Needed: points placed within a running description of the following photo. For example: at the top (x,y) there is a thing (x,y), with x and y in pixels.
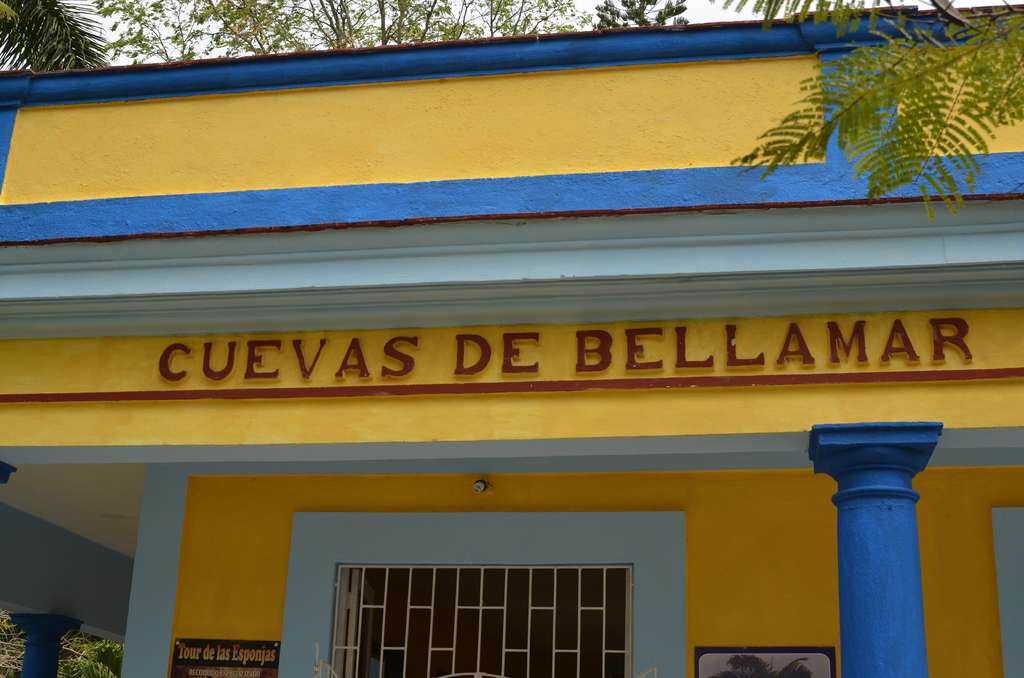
In this picture there is a building (539,345) and there is a text (540,342) on the building (661,302). There are pillars (40,619) and there are frames (791,674) on the wall (740,588) and there is a light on the wall (499,500). Behind the building (472,53) there are trees (964,45). At the top (309,24) there is sky (743,19).
